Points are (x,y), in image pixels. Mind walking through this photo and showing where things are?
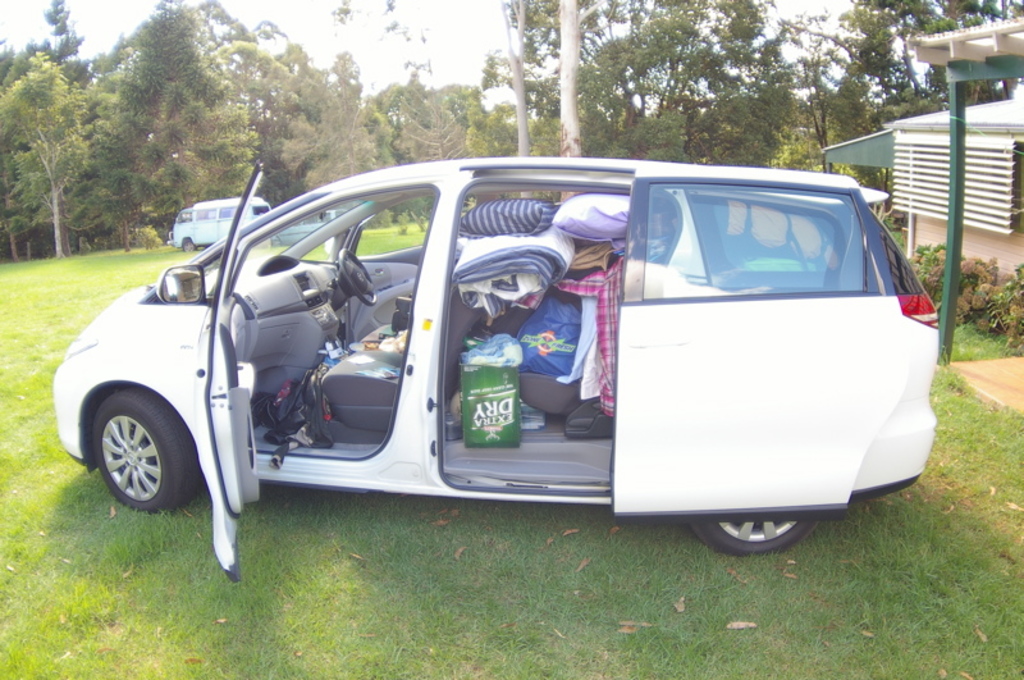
In the image we can see there is a car (710,313) standing on the ground (551,588) and the ground (593,606) is covered with grass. There are useful items (488,350) kept in the car (482,322) and there are lot of trees (164,234). Behind there is another vehicle (191,227) standing on the ground (158,247) and there is a building (978,201).
